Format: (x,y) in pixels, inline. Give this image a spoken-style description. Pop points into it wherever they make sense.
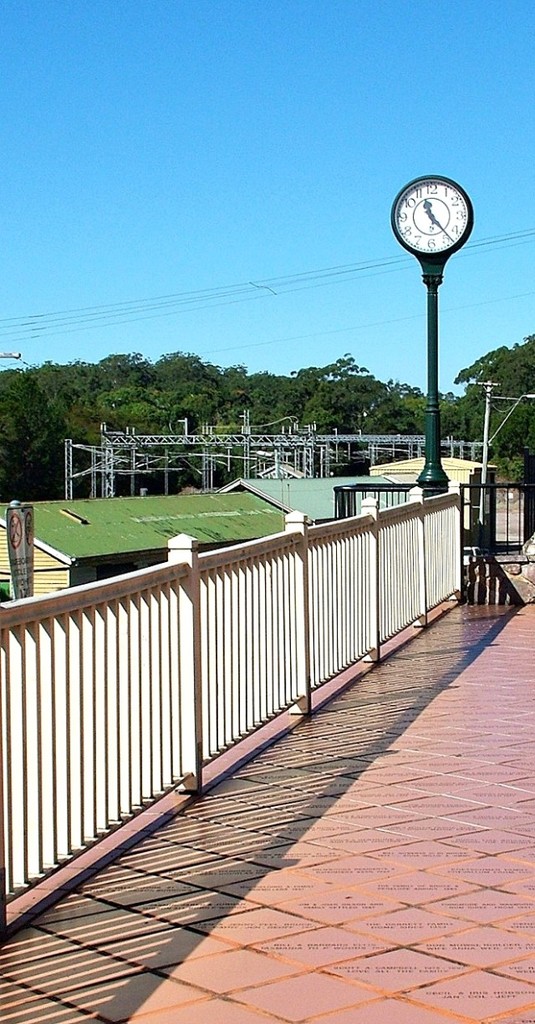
In this image we can see railing (315,611), a clock (427,218) to the pole (434,447), sheds (324,490), metal poles (311,444), trees (34,419), wires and the sky (332,296) in the background (383,298).
